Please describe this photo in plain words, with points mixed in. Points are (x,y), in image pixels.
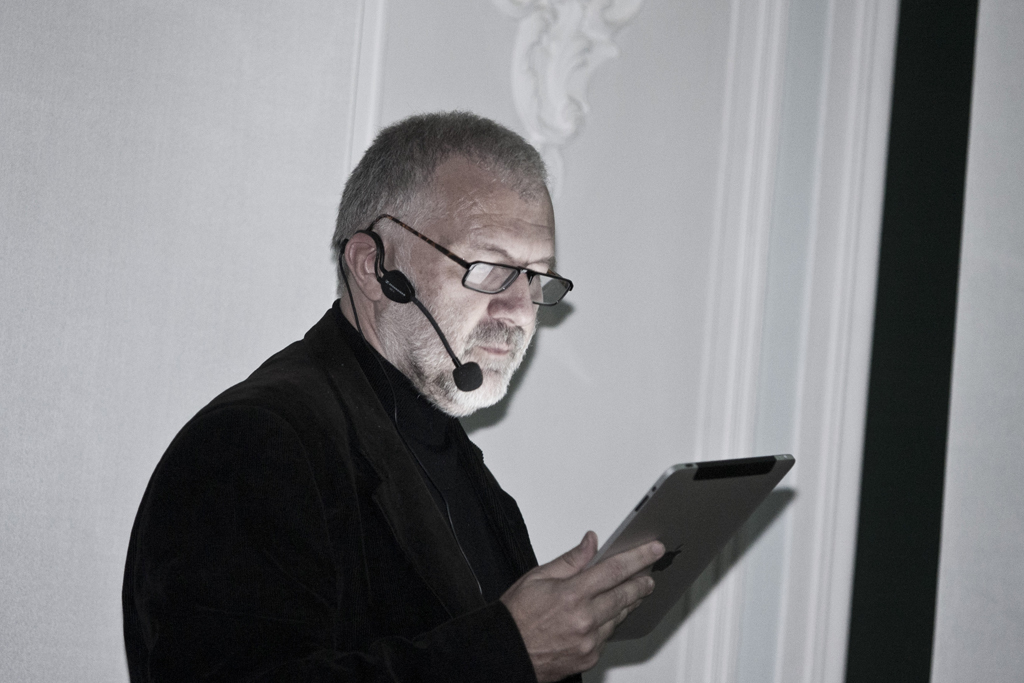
In the middle of the image (542,275) a man (256,623) is standing and holding a tab (672,508) and looking in to it. Behind him there is a wall (269,58).
